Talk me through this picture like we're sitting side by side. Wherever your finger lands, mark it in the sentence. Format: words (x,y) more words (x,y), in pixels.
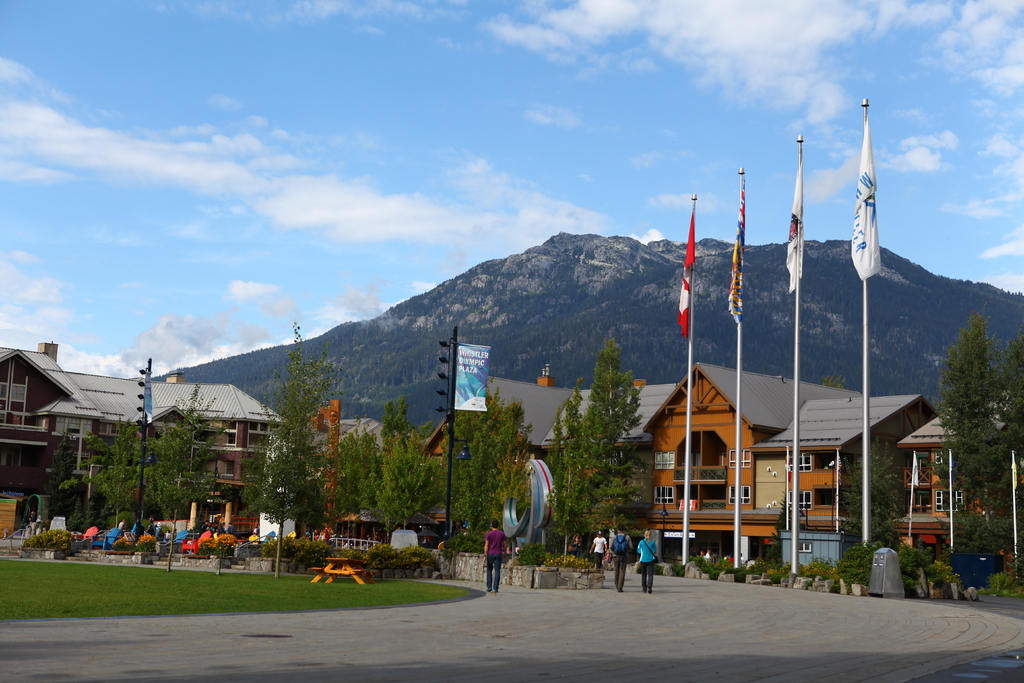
In this image we can see group of persons (625,560) standing on the ground (631,617). One person (648,570) is wearing a bag (622,554). To the right side of the image (687,320) we can see group of flags (868,215) placed on poles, building (751,491) and some trees (991,474). In the left side of the image (341,566) we can see a bench (339,568) placed on the grass (337,582), group of trees (365,495), building (218,437) and in the background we can see mountain (359,349) and a cloudy sky (585,192).
